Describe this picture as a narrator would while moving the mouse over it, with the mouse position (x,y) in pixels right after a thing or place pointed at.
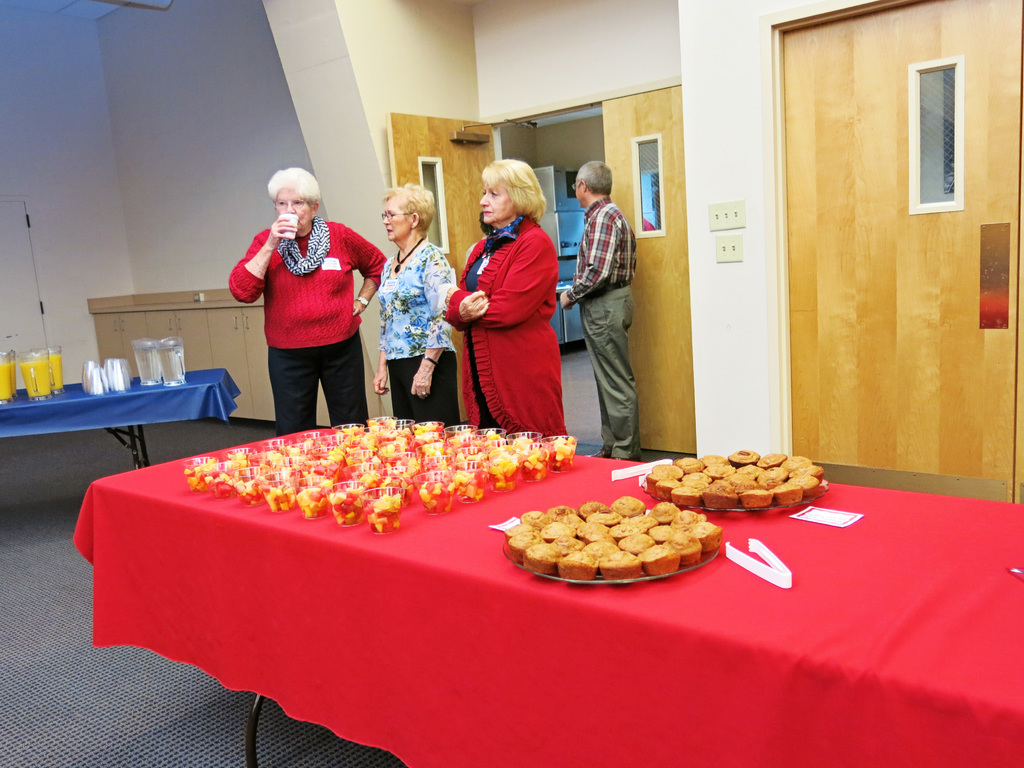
In this picture there are a group of four people (389,275) standing have a table (879,562) in front of them with some varieties of food (550,521) and there's juice (23,371) on their left side and is a door (22,332).
